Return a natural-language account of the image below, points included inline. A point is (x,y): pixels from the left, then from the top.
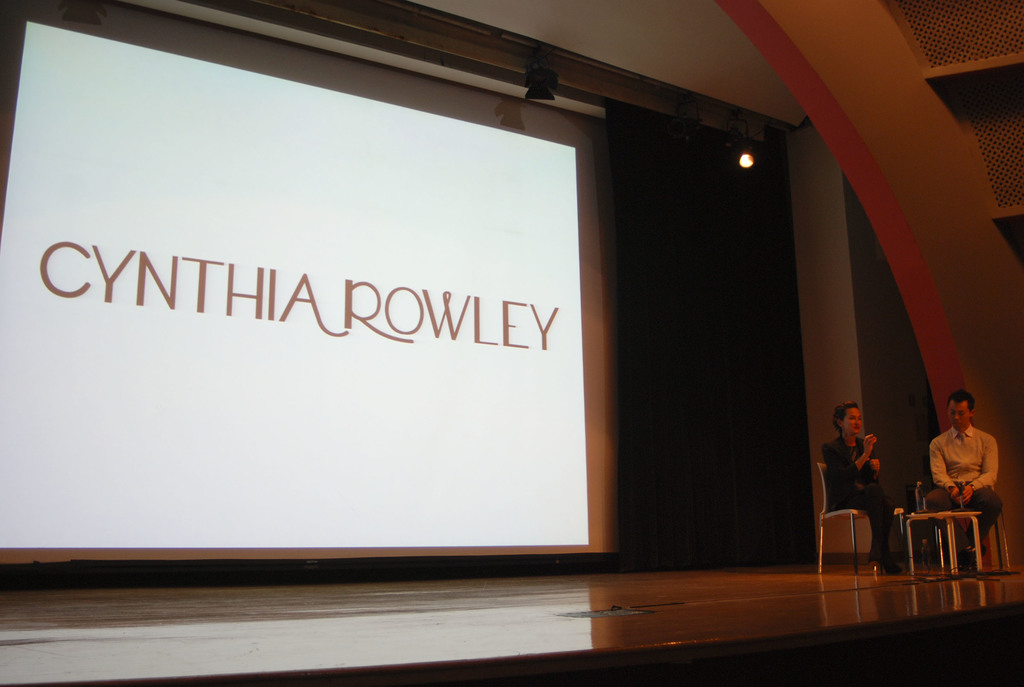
In this image we can see two persons (937,474) sitting on chairs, a table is placed on the floor (885,604). In the background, we can see the screen (30,321) with some text (542,317) and some lights (745,152).
